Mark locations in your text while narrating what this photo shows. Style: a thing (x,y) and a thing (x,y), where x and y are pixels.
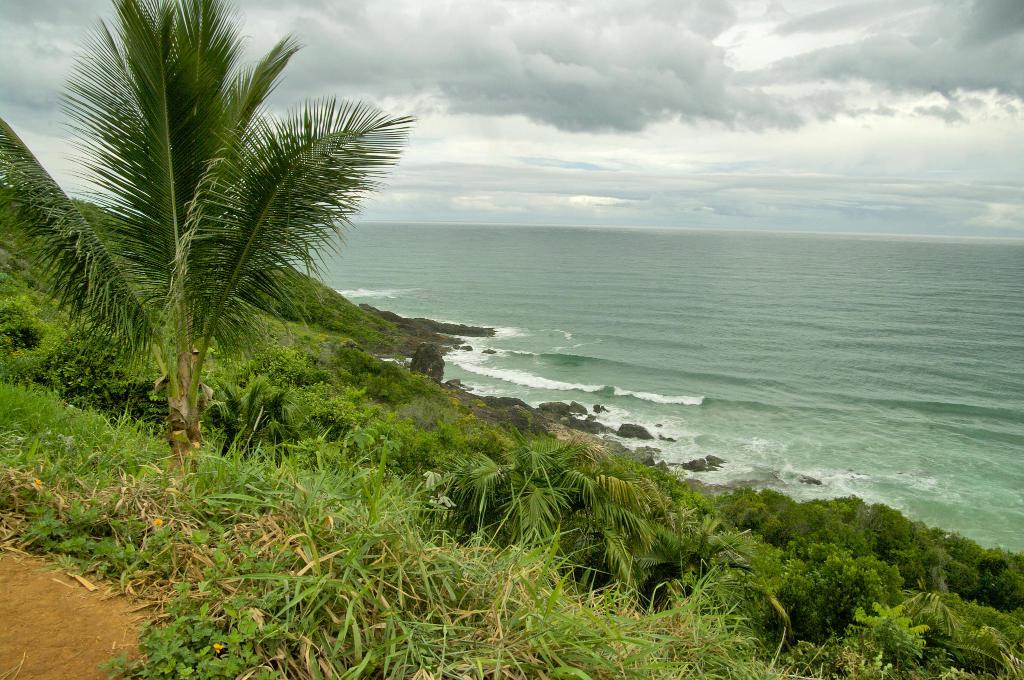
In this image we can see the ground (117,643), grass (438,642), trees (185,305), rocks (443,324), water (658,432) and the sky (526,158) with clouds (632,122) in the background (544,130).
